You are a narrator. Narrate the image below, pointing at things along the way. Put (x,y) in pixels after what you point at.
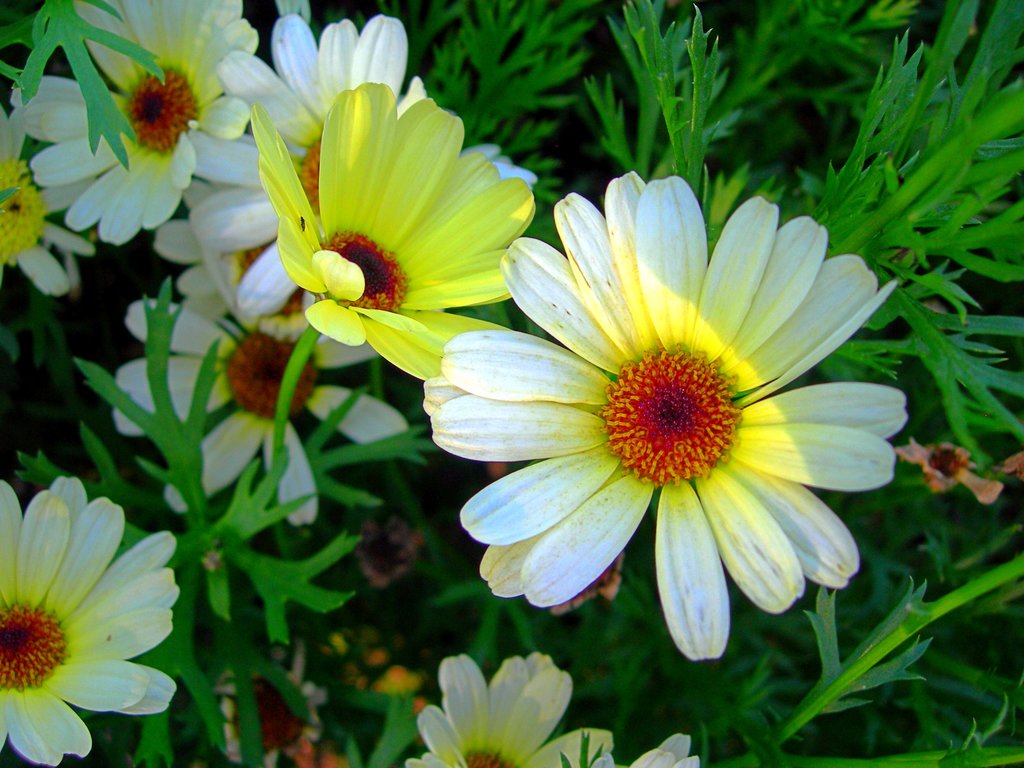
In the center of this picture (527,383) we can see the flowers (348,238), green leaves (968,439) and some other objects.
